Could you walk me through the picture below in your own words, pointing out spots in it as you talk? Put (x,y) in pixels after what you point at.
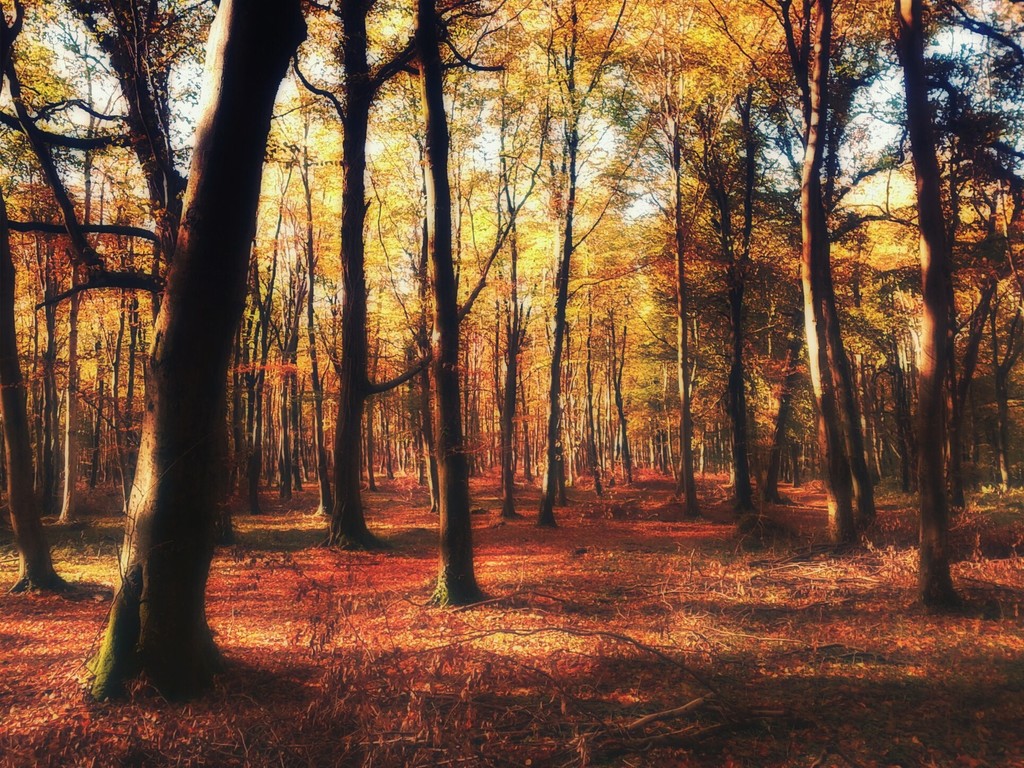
This is an edited picture. At the bottom of the picture (550,683) there are dry leaves (587,667), grass (331,671) and stems (641,644). In the center of the picture (524,370) there are trees (461,371).
